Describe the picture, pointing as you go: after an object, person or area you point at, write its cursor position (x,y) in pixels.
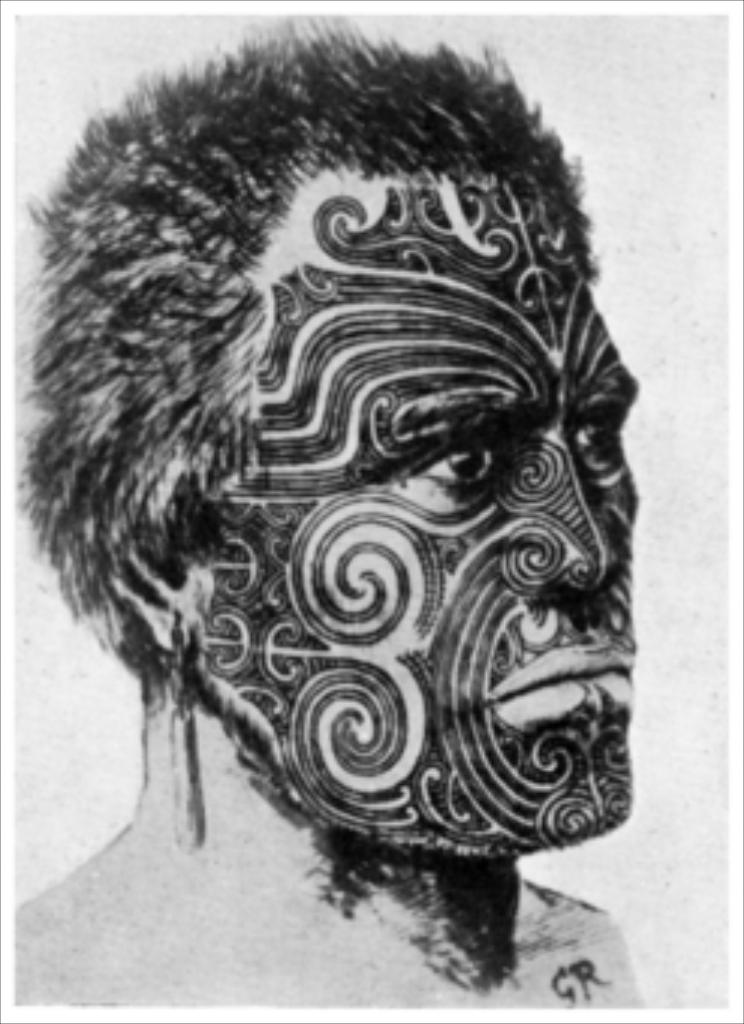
In this image I can see depiction of a man (562,593) and on his face (249,654) I can see face painting (435,200). I can also see this image is black and white in colour and on the bottom right side of this image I can see something is written on his body (524,946).
